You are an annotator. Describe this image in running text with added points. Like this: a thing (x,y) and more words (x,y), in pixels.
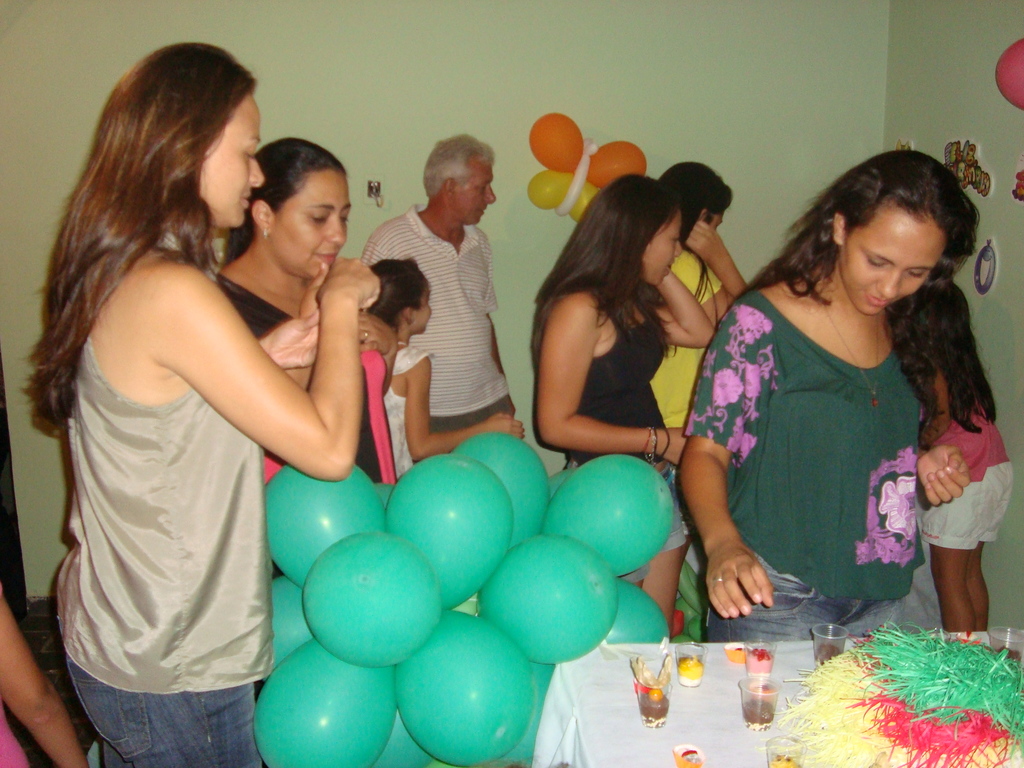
In this picture there is a woman (92,573) who is wearing t-shirt (168,683), beside her we can see a woman (244,299) who is wearing a black t-shirt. On the right (865,526) there is another woman (886,456) who is wearing green t-shirt (825,412) and jeans (790,637). She is standing near to the table (864,689). On the table (752,662) we can see glasses (796,751), cakes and white cloth (720,718). In the back (455,182) there is a man (466,272) who is standing near to the girl (419,357). In front of the old man (482,376) we can see two persons (624,363) who is standing near to the balloons (477,494).
